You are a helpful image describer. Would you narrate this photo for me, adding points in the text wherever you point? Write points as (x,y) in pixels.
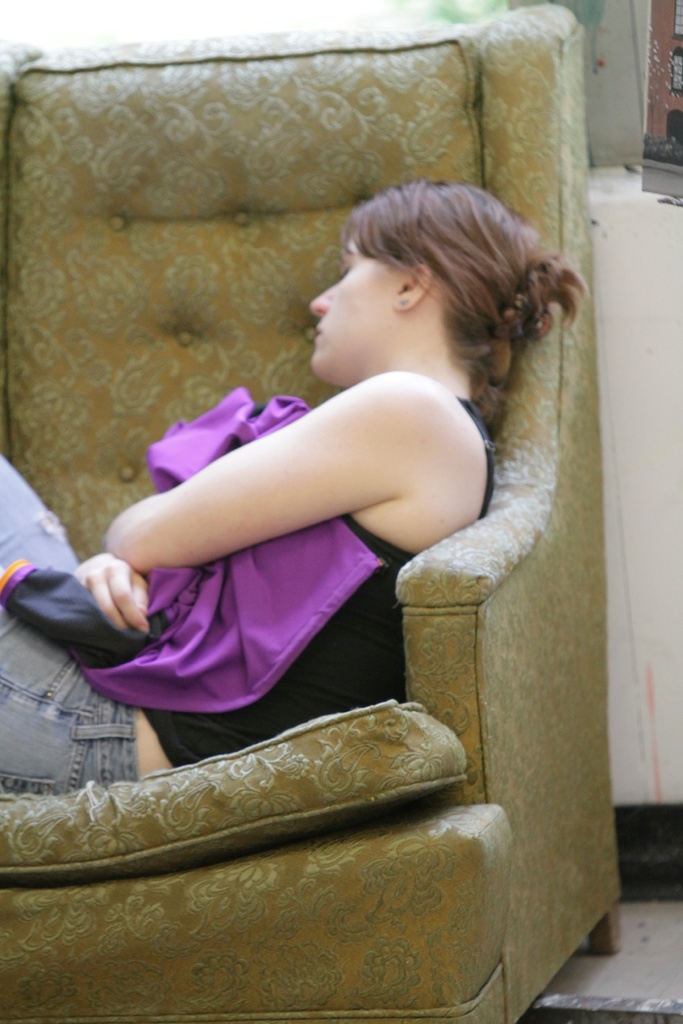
In this picture we can see a woman (490,396) sleeping on a sofa (278,799). This is a wall (638,604) painted with cream colour. This is a floor (639,954).
